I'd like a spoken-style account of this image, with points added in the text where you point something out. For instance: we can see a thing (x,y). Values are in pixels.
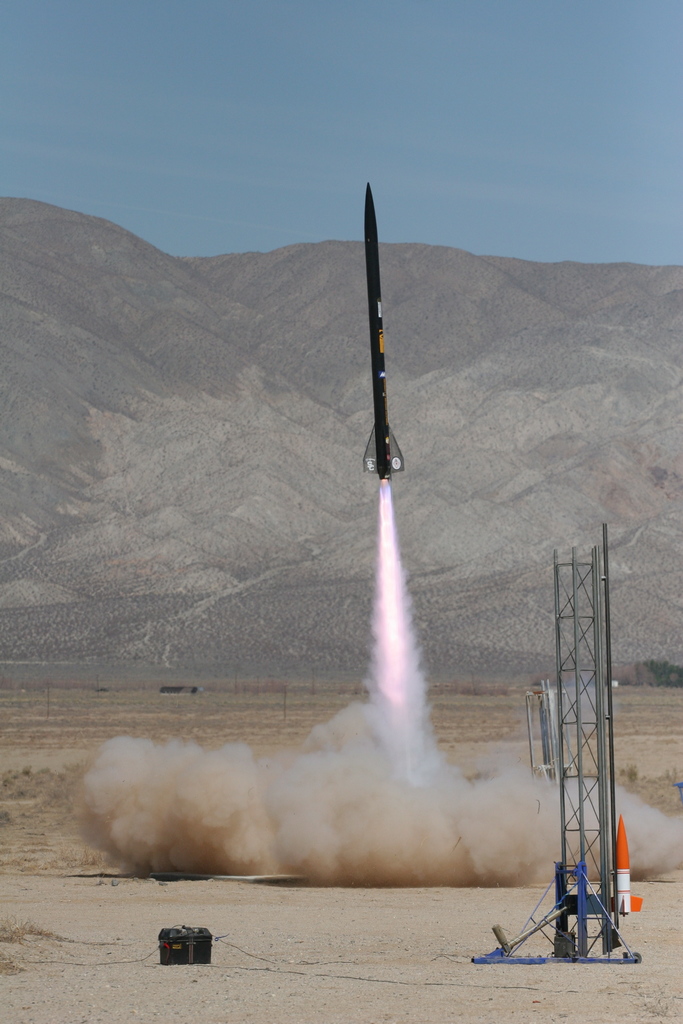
In this image there is a rocket (380,353) a small tower (615,883), in the background (342,361) there is a mountain (436,457) and a sky (131,56).
